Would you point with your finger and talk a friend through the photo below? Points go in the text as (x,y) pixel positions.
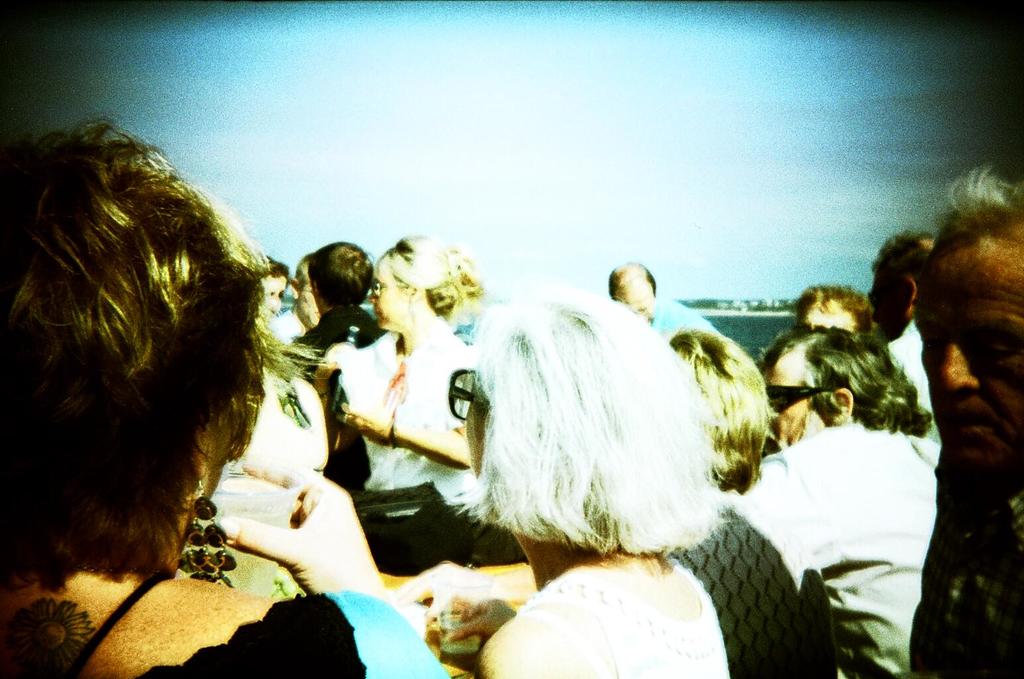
In this image we can see few persons (552,494). In the background (363,236) we can see water (753,318) and clouds (633,241) in the sky (413,100).
